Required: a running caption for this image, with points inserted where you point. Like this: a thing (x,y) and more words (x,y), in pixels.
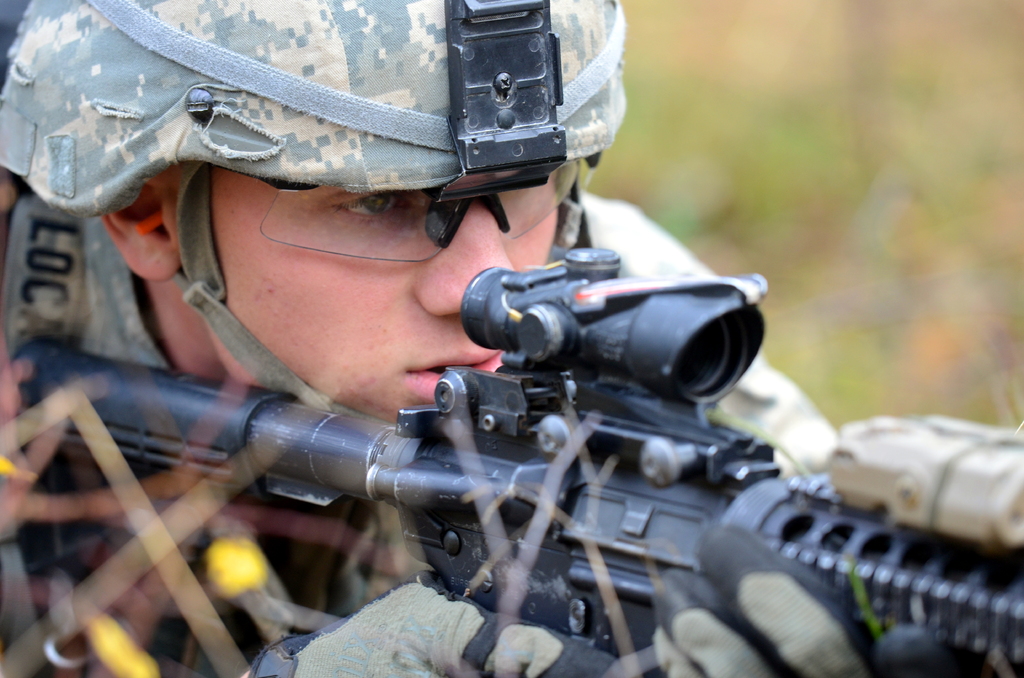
In this picture, we can see a soldier (370,242) holding a gun (523,402), and we can see the blurred background.
